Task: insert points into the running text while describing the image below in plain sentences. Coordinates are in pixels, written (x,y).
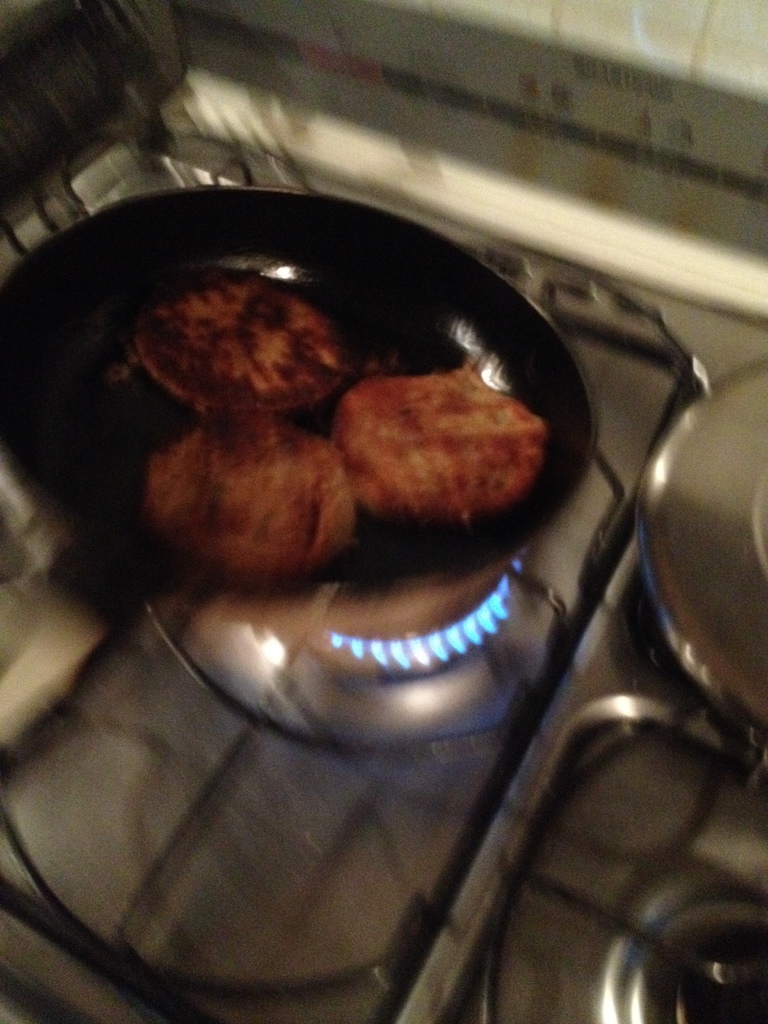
In this image, there is a pan (549,323) on the stove (557,539). This pan (510,335) contains some food (438,419).
